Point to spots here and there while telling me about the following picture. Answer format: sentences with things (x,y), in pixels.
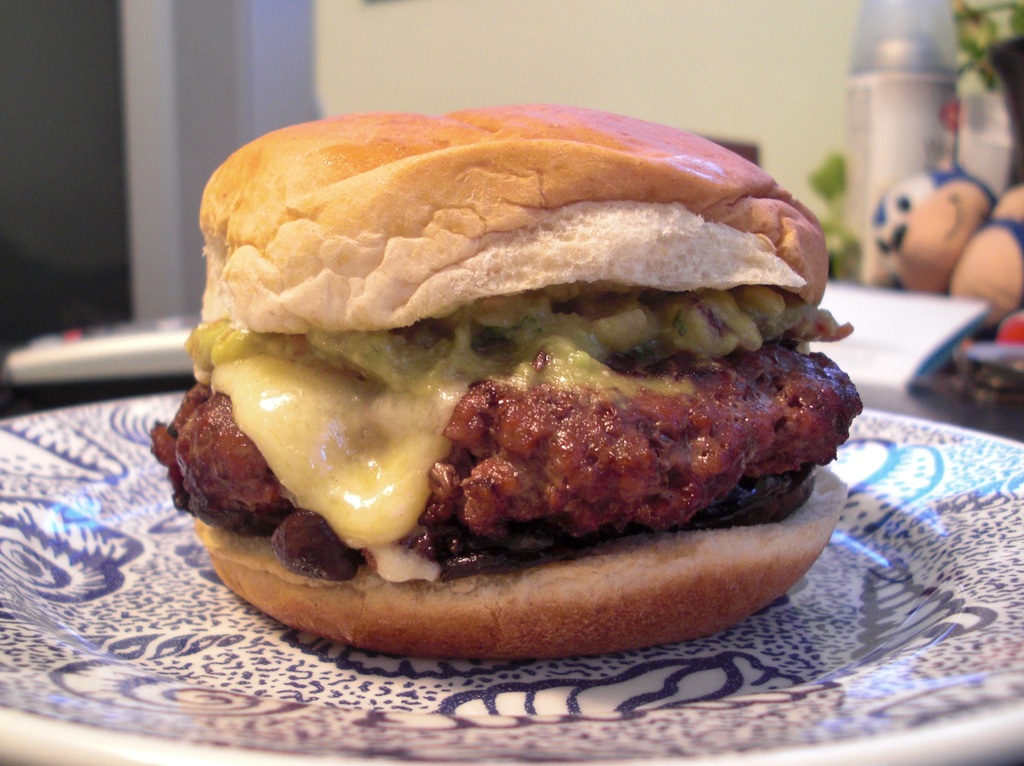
In this image there is a burger (433,635) placed on the plate (547,673) and we can see a remote (68,349), soft toy (948,253) and some objects (918,322) placed on the table (71,399). In the background (402,84) there is a wall (595,65).
